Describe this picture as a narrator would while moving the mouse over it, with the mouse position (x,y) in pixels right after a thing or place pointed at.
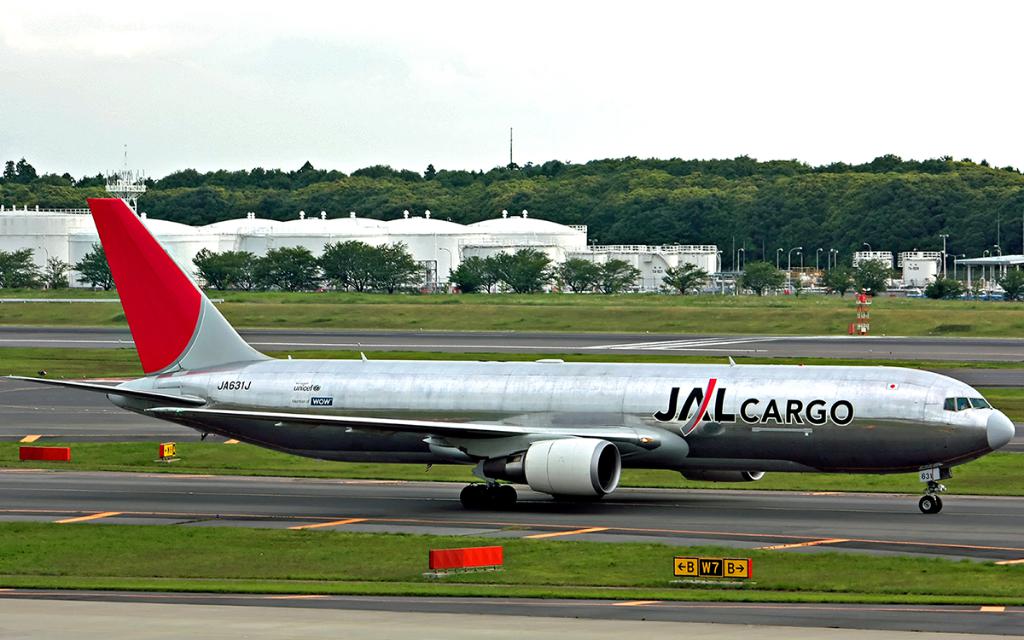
In the center of the image (572,380) there is an aeroplane (940,380). At the bottom (194,498) we can see a runway (617,498). In the background (232,230) there are trees (8,260), tanks (931,268), sheds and sky (416,87).
